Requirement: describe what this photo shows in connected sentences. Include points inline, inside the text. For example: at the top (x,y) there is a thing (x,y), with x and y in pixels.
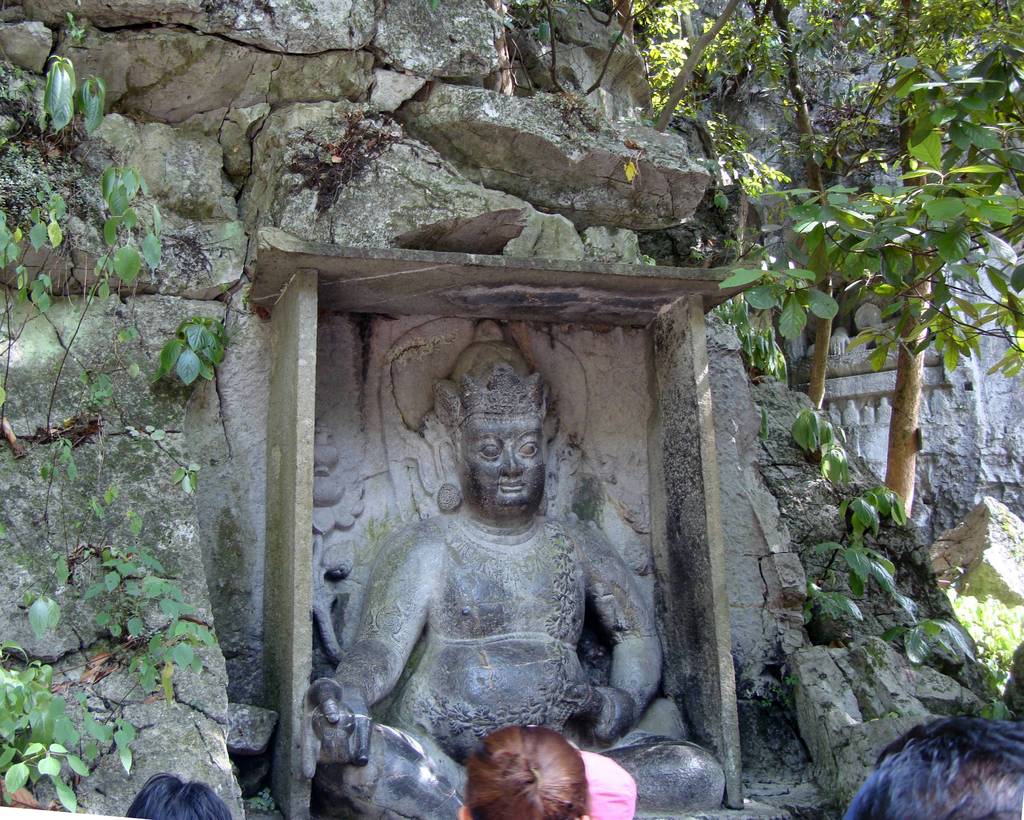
In this image, I can see the sculptures (370,696). These are the rocks (195,309). I can see the trees (829,221). At the bottom of the image (562,786), I can see the heads (531,788) of the people (955,742).
